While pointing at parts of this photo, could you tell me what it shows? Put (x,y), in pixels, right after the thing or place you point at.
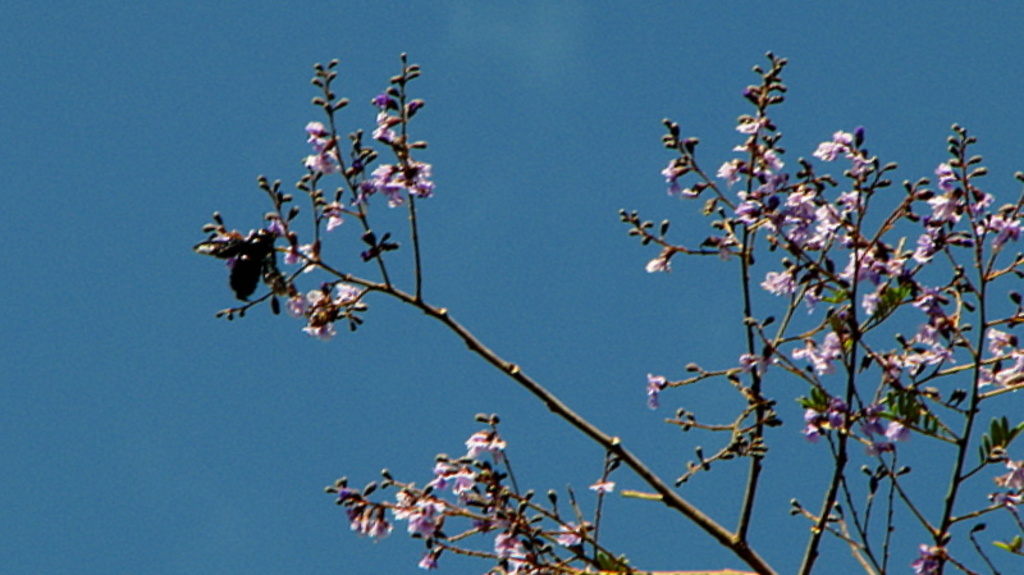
Here we can see branches (745,231) and flowers (764,212). There is an insect (263,235). In the background (372,121) there is sky (474,107).
